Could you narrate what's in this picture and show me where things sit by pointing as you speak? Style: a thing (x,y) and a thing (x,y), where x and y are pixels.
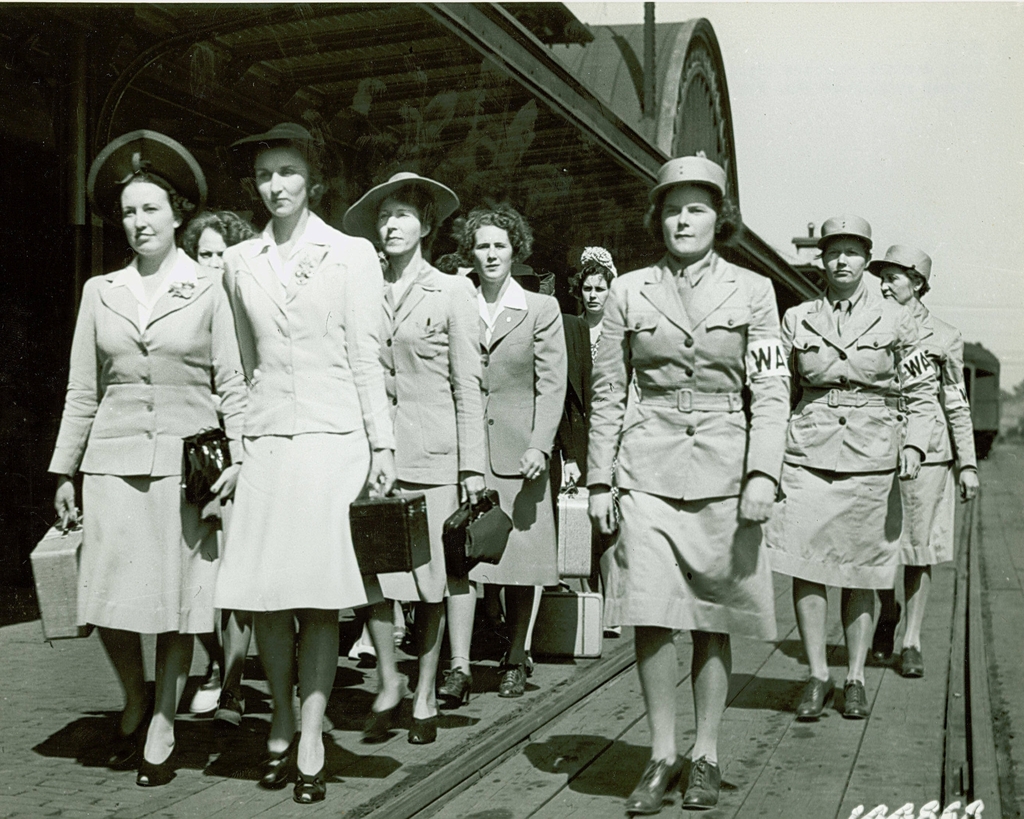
In this image we can see a group of lady (609,635) are walking. On the left side of the image (327,469) we can see some ladies (508,573) are wearing different types of dress (283,589) and holding bags (413,550) in their hands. On the right side of the image (897,503) we can see three ladies (743,453) are walking in line and wore the same type of dress (774,524).
